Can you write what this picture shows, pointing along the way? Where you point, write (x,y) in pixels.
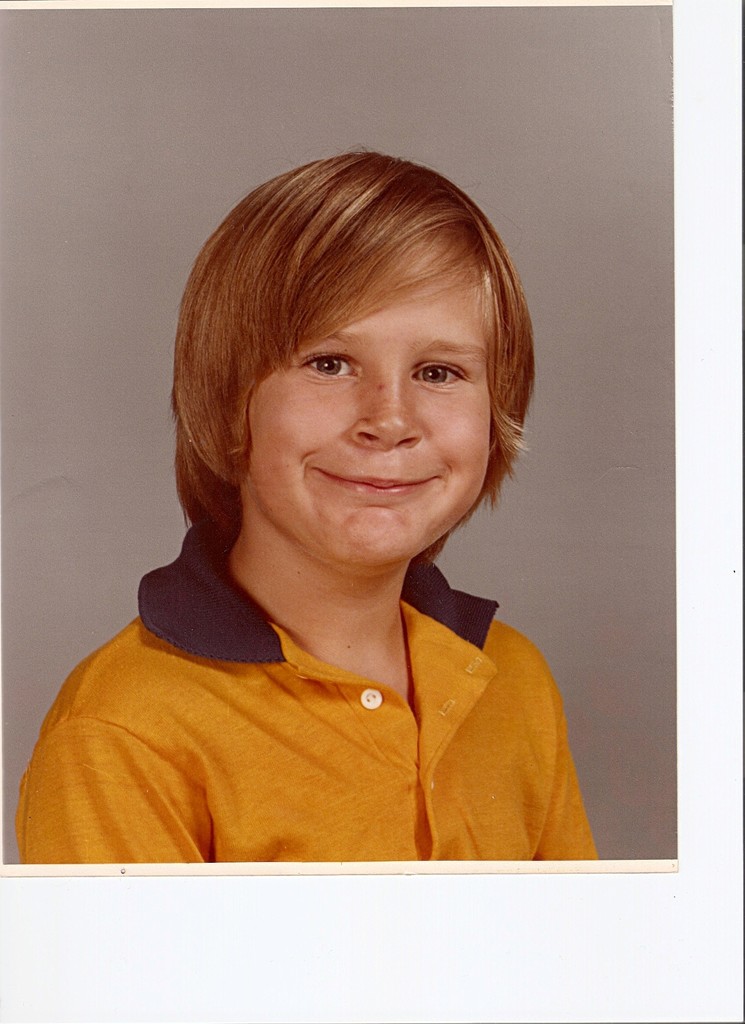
In the image we can see a photo (193,87), in the photo (380,230) a boy (467,445) is standing and smiling.
